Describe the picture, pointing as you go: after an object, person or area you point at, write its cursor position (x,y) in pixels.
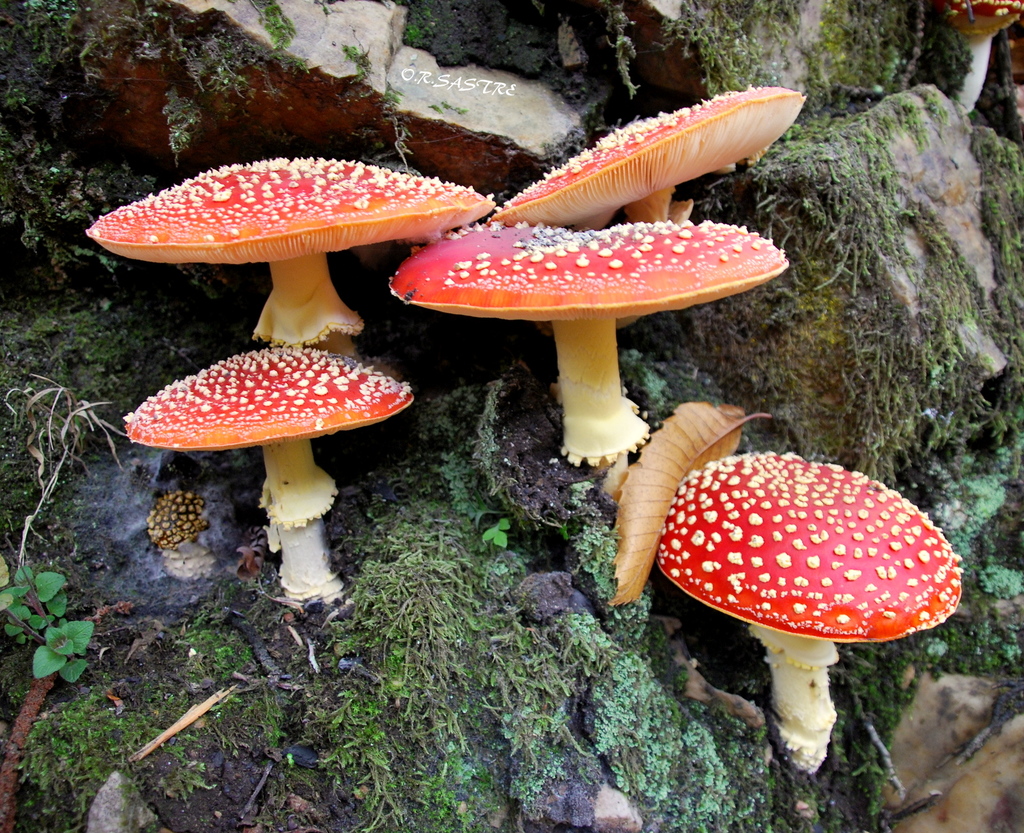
In the center of the image (569,458), we can see mushrooms (667,257) and at the bottom (527,571), there are rocks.
